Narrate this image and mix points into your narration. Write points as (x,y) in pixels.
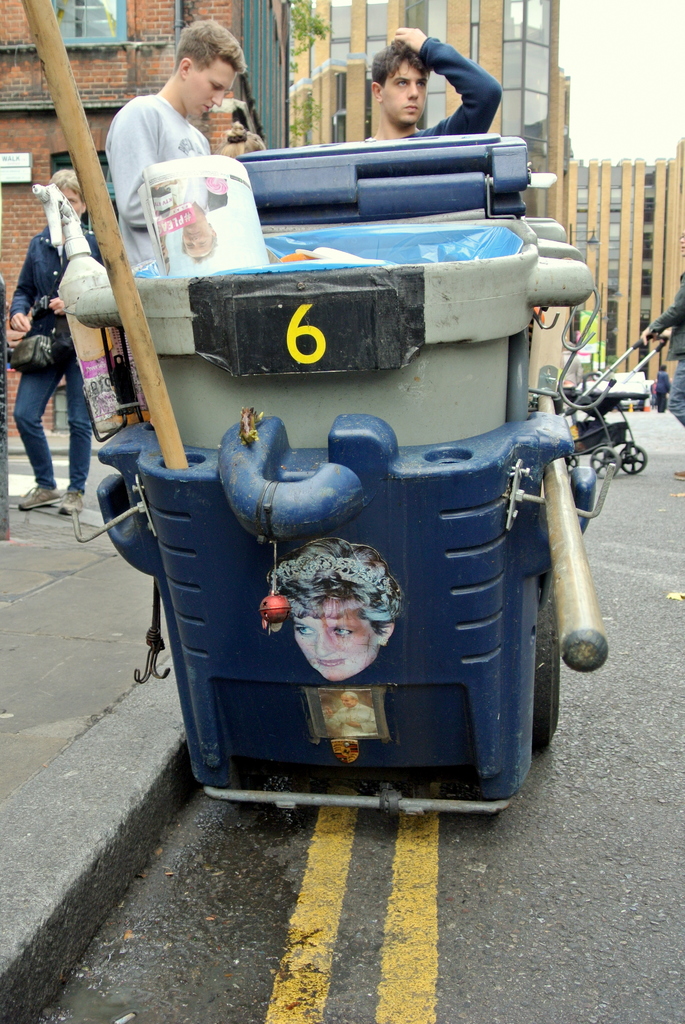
In this picture there are some vehicles (255,305) and persons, two people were standing behind the vehicle (389,206), there is a vehicle (257,315) on the road (612,414), in the background (542,126) there are some buildings (637,181).
